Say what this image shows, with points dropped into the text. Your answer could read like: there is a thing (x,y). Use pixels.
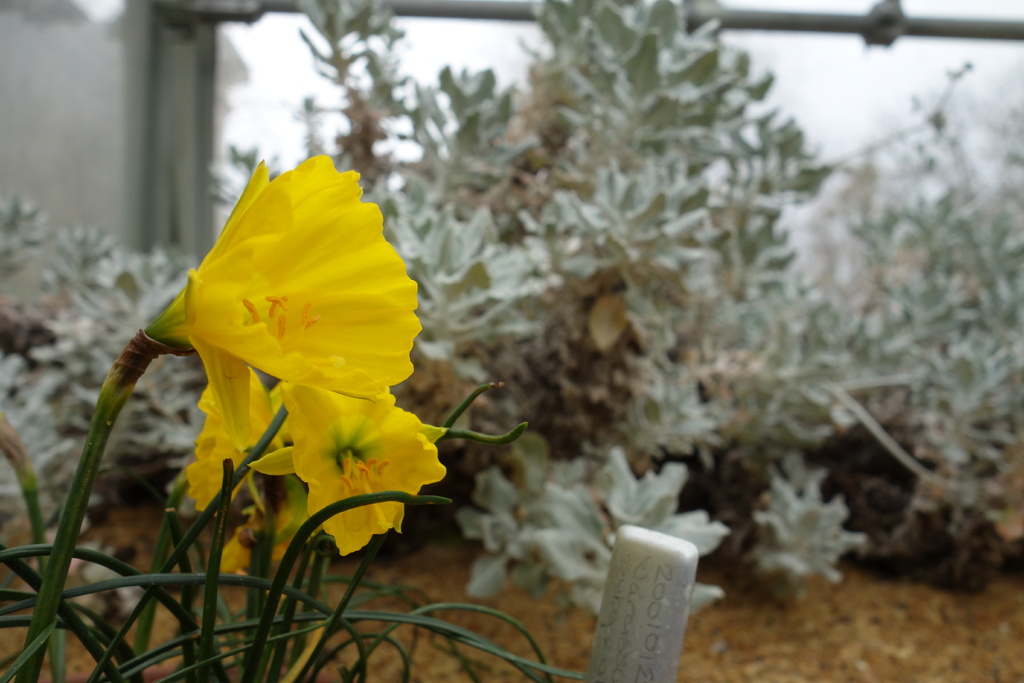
In this image, we can see flower plants (375,510) and marble (604,603) with text (633,616). In the background (1018,635), there are plants (655,416), ground (921,644) and rod (1002,34).
